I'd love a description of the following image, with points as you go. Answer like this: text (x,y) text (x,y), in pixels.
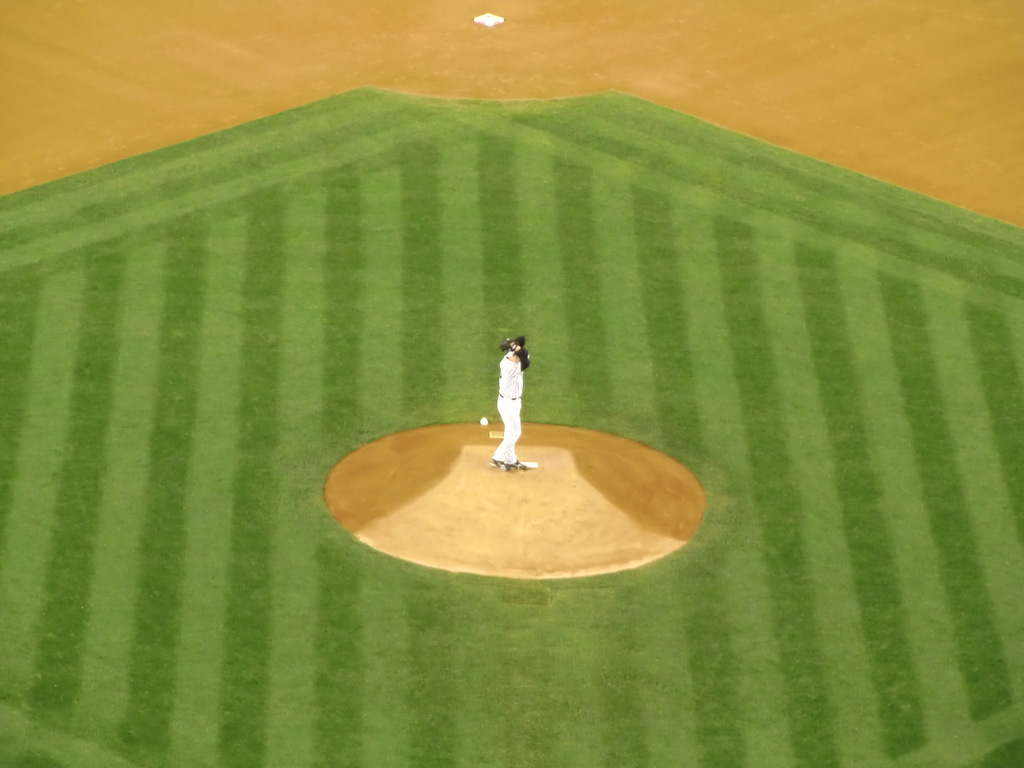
In this picture I can see a person (507,349) standing on the ground (516,486), and there is grass (193,441).
